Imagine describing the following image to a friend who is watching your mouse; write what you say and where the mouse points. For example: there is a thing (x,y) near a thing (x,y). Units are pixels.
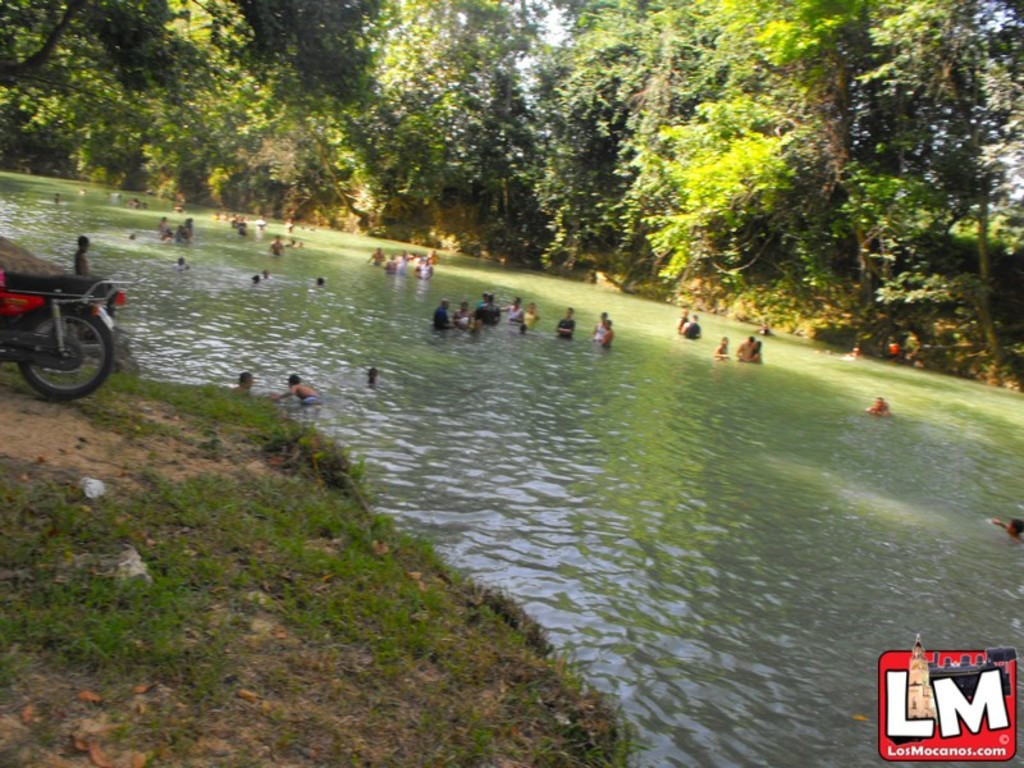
In this image, we can see people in the water (644,420) and in the background (583,83), there are trees (398,43) and we can see a bike (49,383) and there is ground (445,689) and logo (907,678).
